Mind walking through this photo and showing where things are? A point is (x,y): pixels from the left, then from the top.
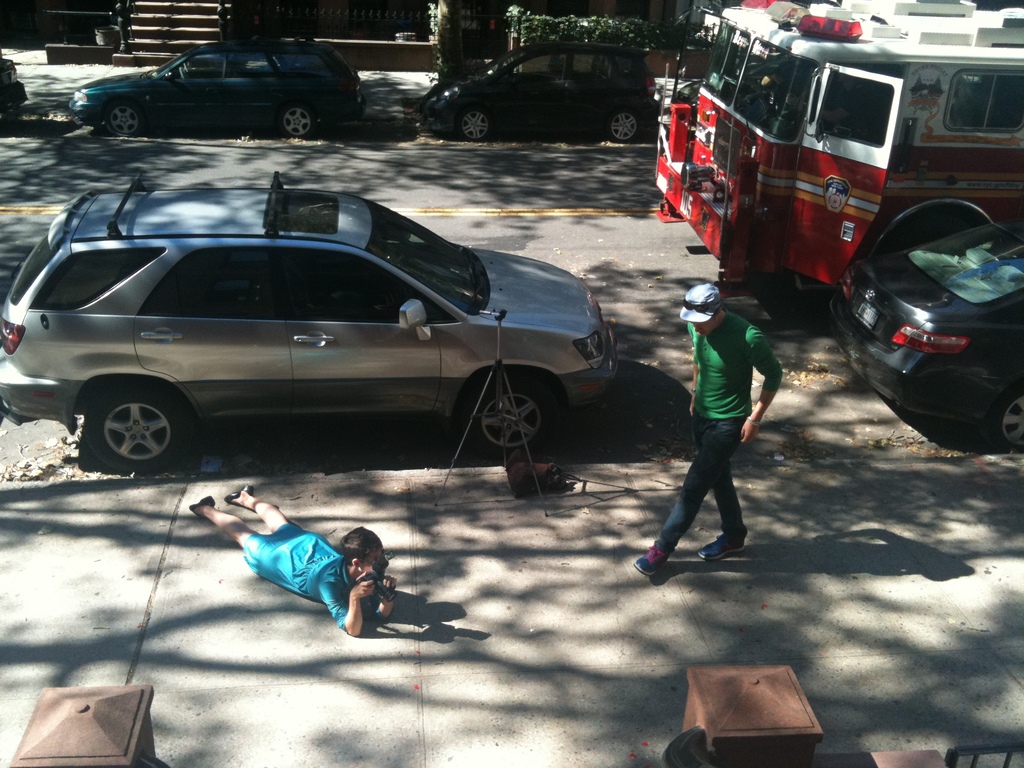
In this picture we can see vehicles (354,200) on the road (455,217), tripod stand (501,315), two people (699,390) where a man (712,339) walking and a person (282,522) lying on a platform (399,569) holding camera (364,581) and in the background (159,66) we can see plants (533,27), steps (168,21).
